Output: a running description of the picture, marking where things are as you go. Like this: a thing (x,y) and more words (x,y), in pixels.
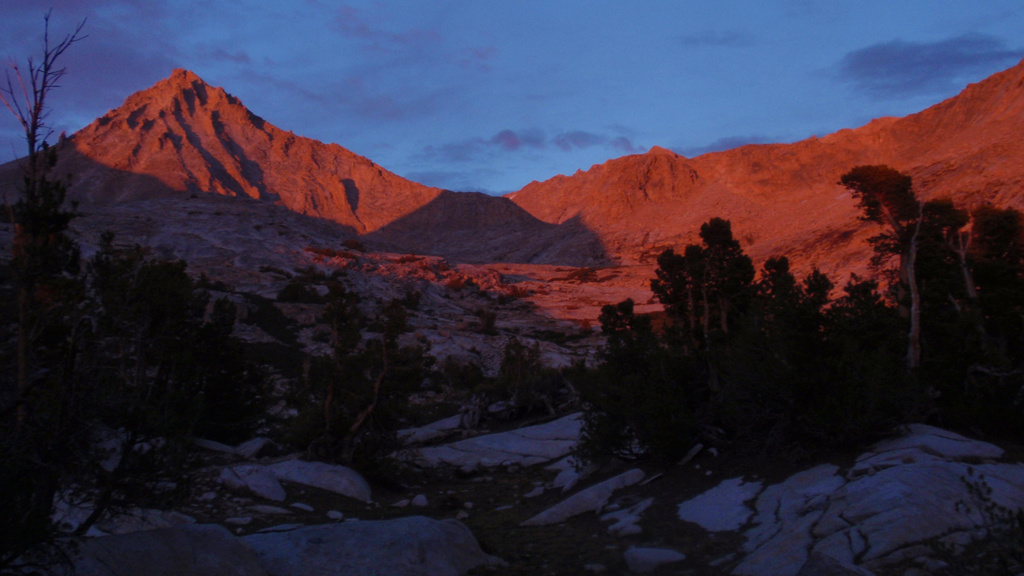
On the left (158,323) and right side of the image (961,357) trees (172,438) are present. At the bottom of the image (534,522) rocks (412,546) are there. In the background of the image (681,209) mountains (591,204) are there. At the top of the image (500,70) sky (468,63) is present.
